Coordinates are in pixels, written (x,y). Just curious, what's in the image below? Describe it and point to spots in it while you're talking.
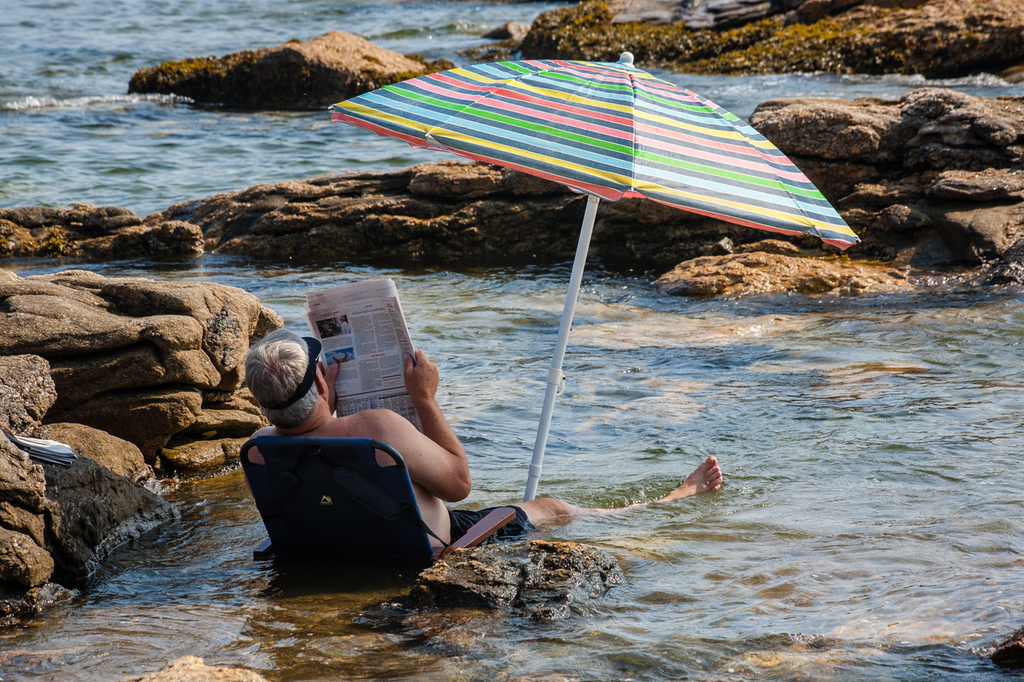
In this image we can see a person (319,351) holding/reading a newspaper (369,335) and sitting in water (666,503) i. e. river/ocean (246,517) and an umbrella (602,148) is seen. And we can see water (292,11) and some stony surface (169,428) is seen.
